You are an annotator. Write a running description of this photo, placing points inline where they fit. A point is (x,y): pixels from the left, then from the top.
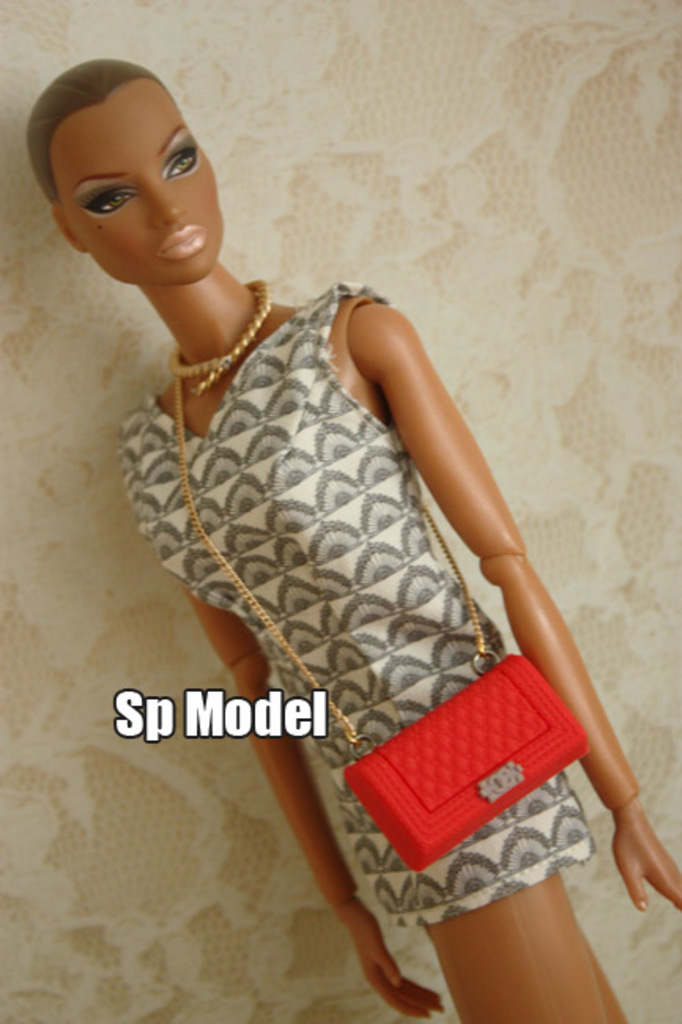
In this picture there is a doll (362,613). In the center of the picture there is text (214,722). In the background (85,812) there is some design (132,387) to the wall (606,522).
